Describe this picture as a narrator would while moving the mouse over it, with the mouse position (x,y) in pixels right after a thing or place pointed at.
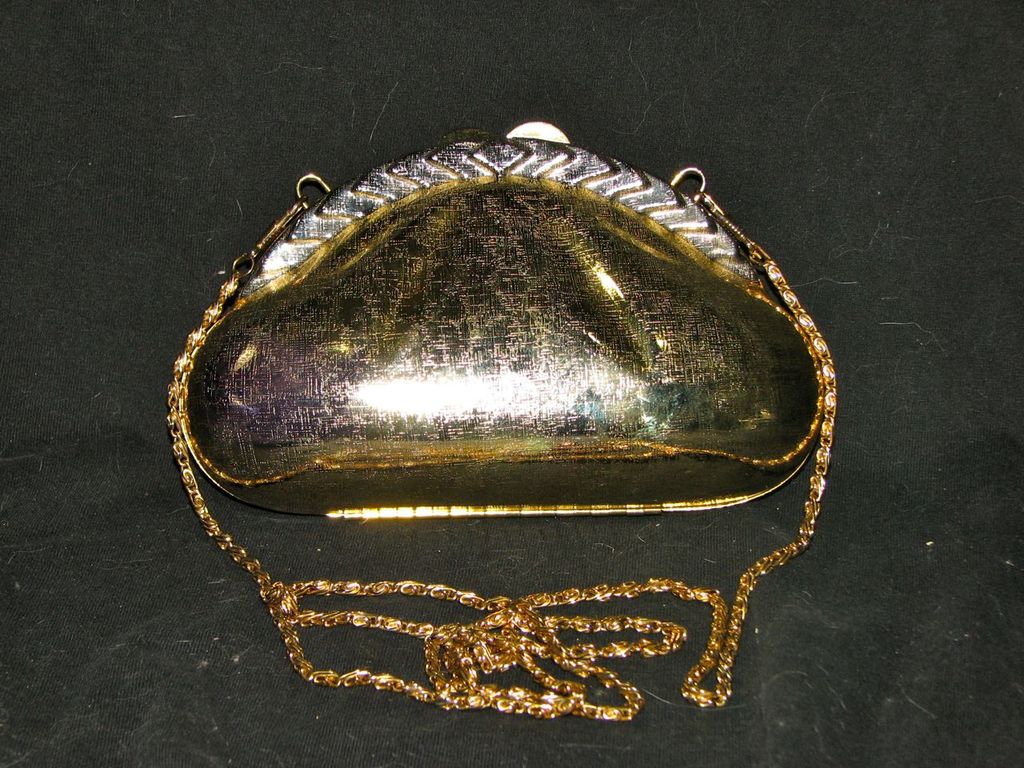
There is a object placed on the black cloth (660,564) and it has some golden chain (509,609) attached to it.
